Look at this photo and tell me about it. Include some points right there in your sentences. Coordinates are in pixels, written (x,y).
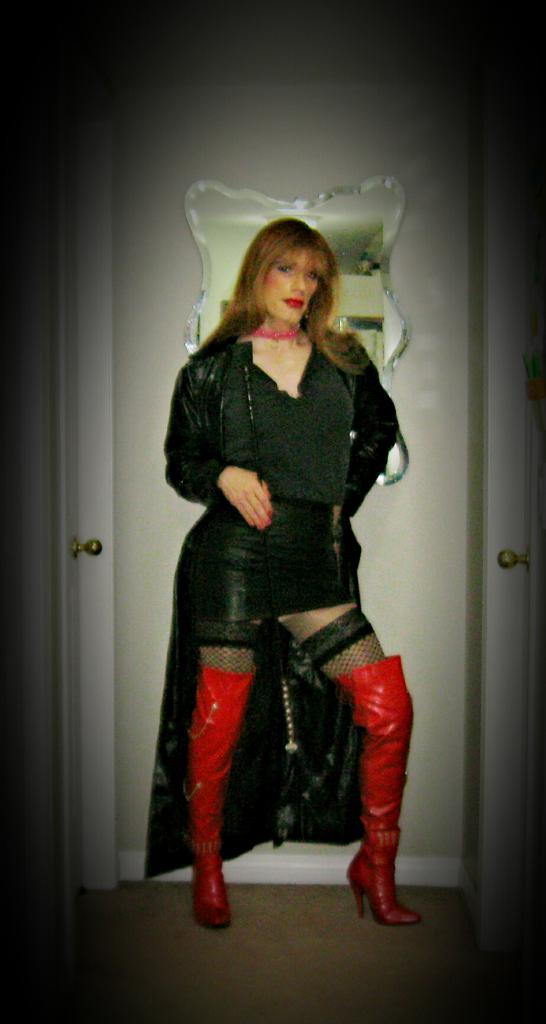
In this picture we can see a woman (246,791) standing on the ground (338,940) and in the background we can see a door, here we can see door handles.
